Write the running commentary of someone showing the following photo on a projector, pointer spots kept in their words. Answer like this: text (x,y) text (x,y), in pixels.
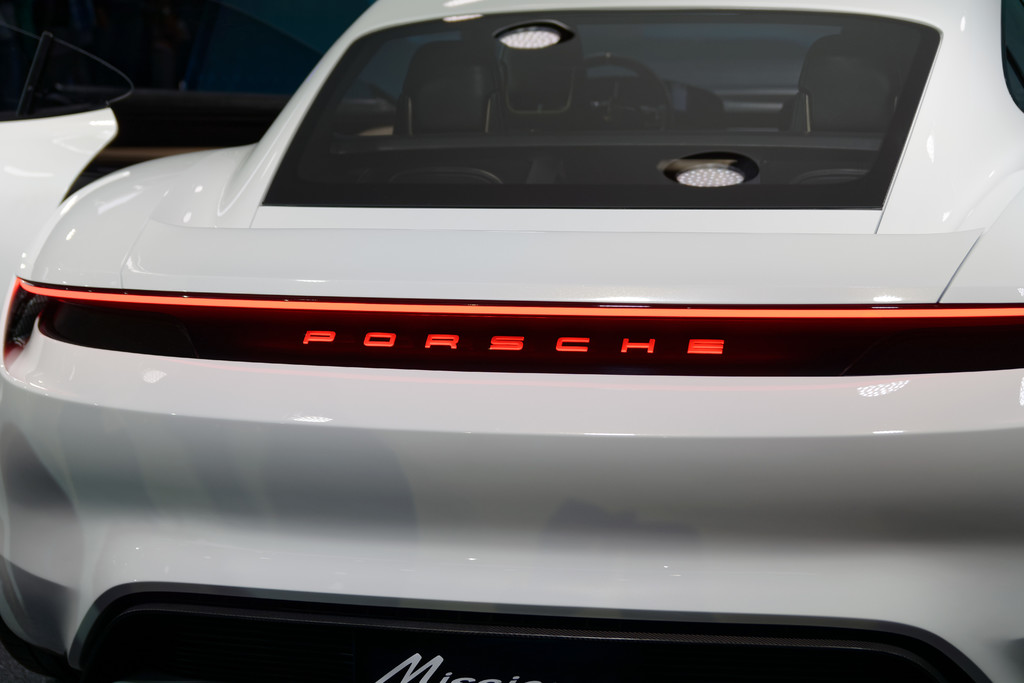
In this image we can see a white color vehicle (633,308) and some text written on it.
